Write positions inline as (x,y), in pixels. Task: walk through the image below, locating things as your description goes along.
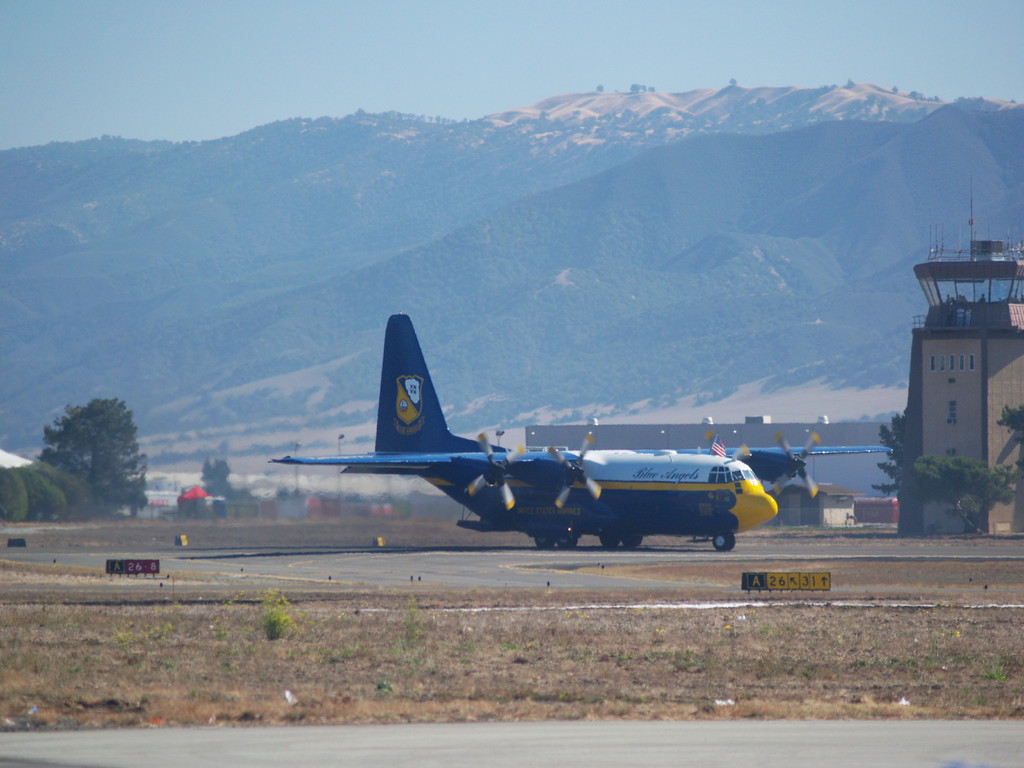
In this picture I can see the aircraft (498,504). I can see trees (131,485). I can see the road (514,566). I can see the hill (498,245). I can see the sky (558,80).
